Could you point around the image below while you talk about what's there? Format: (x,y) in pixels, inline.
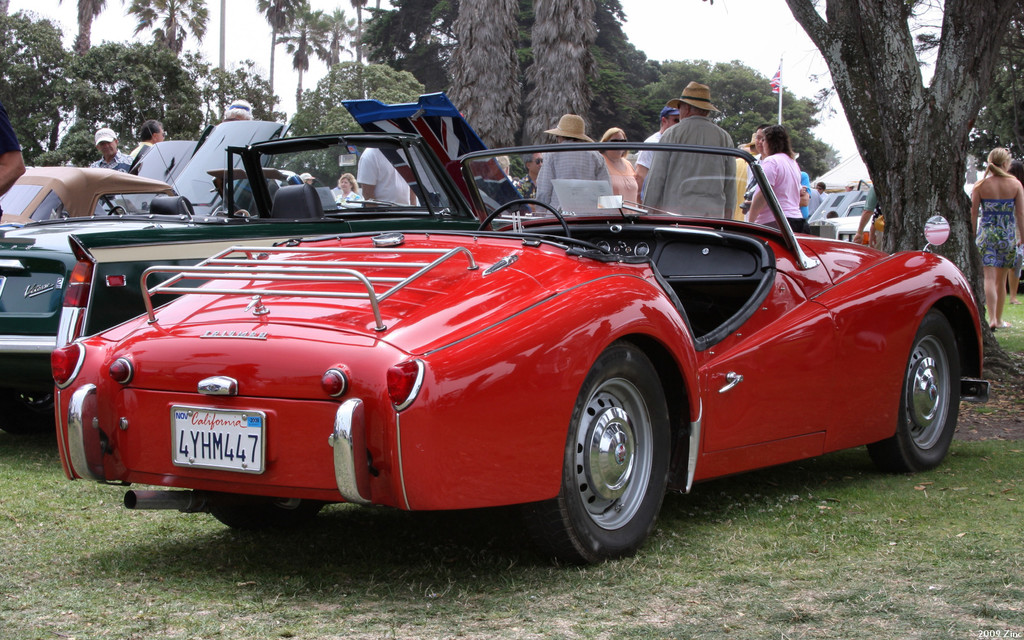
In this picture we can see vehicles (539,350), people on the ground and in the background (169,128) we can see trees (485,119), sky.
